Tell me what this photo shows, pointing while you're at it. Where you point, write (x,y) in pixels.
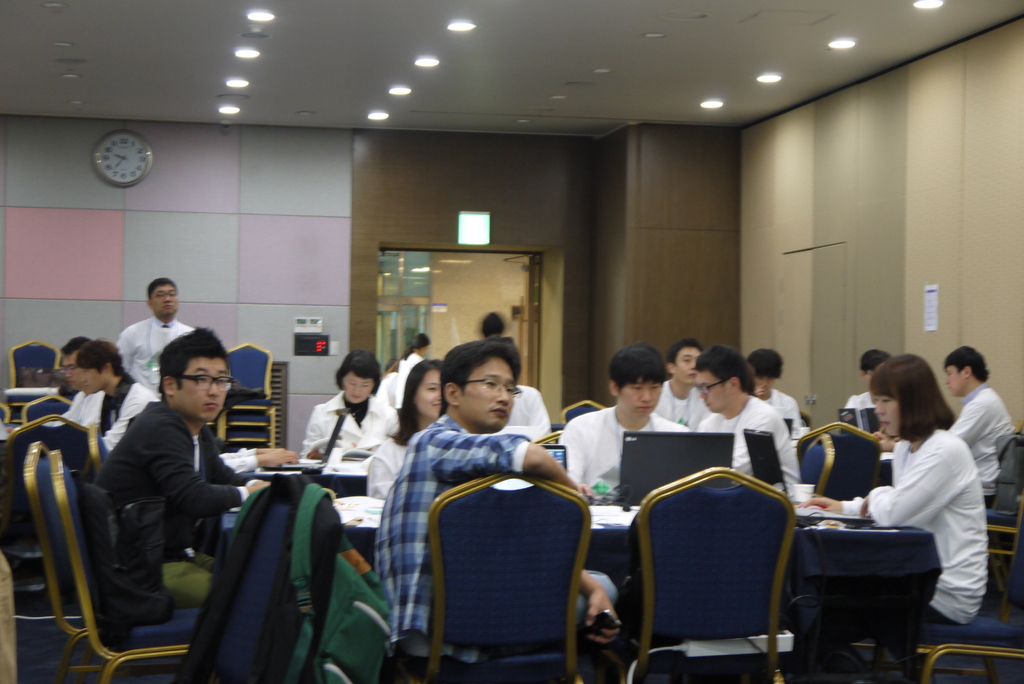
There are group of persons (615,417) sitting in front of a table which has laptops (665,456) on it and there is a watch (132,168) which is attached to the wall (80,269) in the background (191,178).
